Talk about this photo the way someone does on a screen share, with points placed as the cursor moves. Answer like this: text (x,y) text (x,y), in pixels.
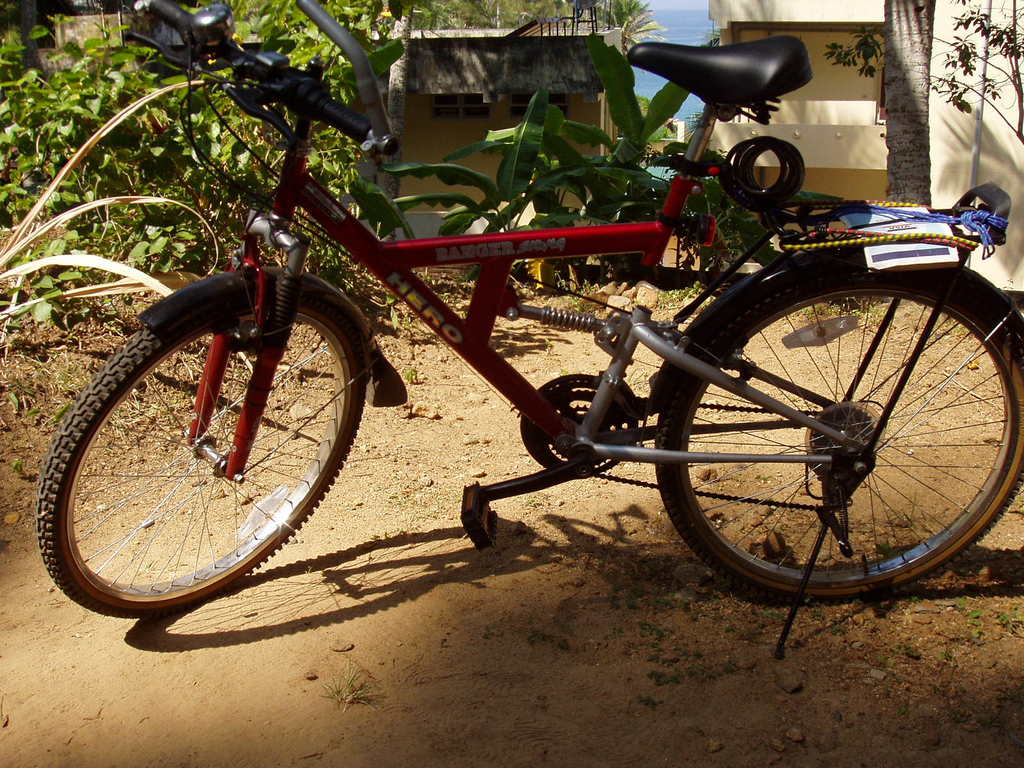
In the picture we can see the bicycle (54,485), which is parked on the mud surface (191,654) and behind it, we can see some plants (82,98) and in the background (845,31), we can see a tree branch (897,28) and two houses (1002,140) and in the middle of it we can see a part of the sky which is blue in color.
